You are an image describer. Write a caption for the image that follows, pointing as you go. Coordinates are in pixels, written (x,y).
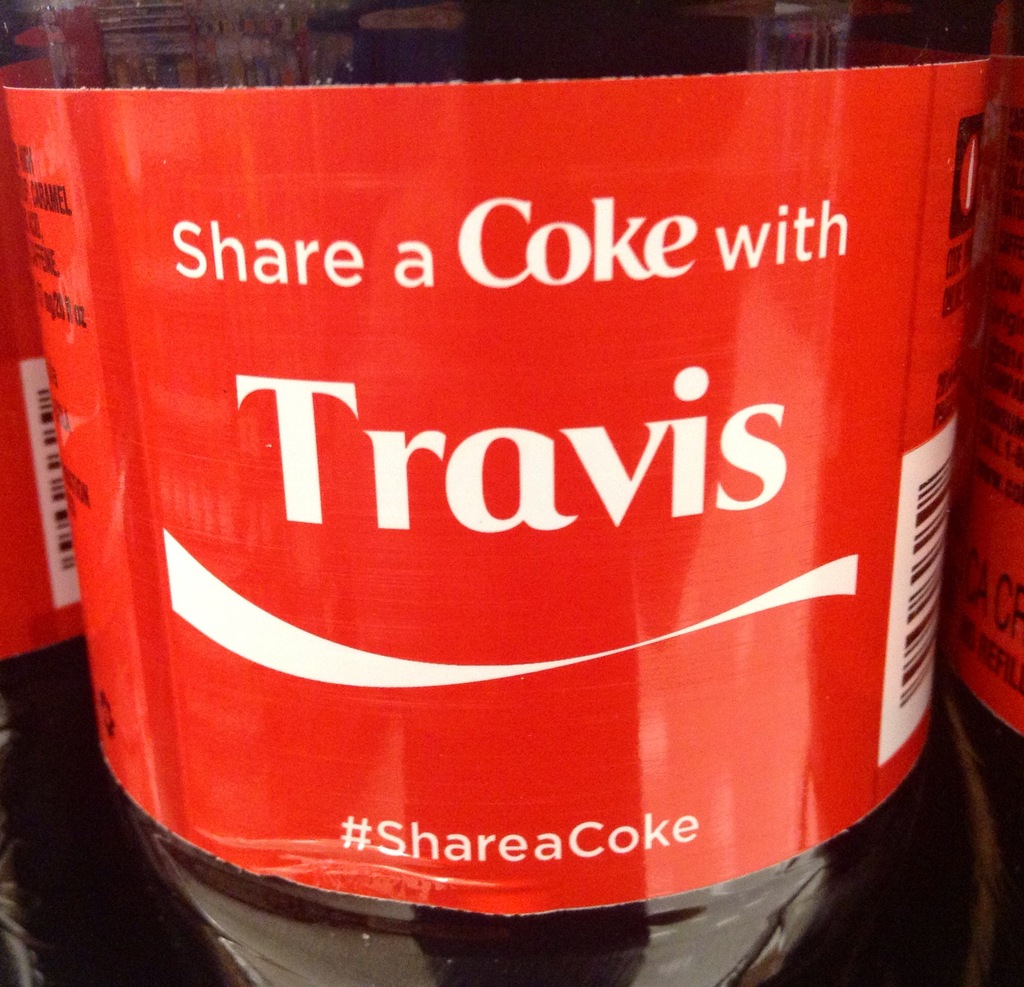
In the image we can see there is a bottle (489,708) on which it's written "Share a coke with TRAVIS".
